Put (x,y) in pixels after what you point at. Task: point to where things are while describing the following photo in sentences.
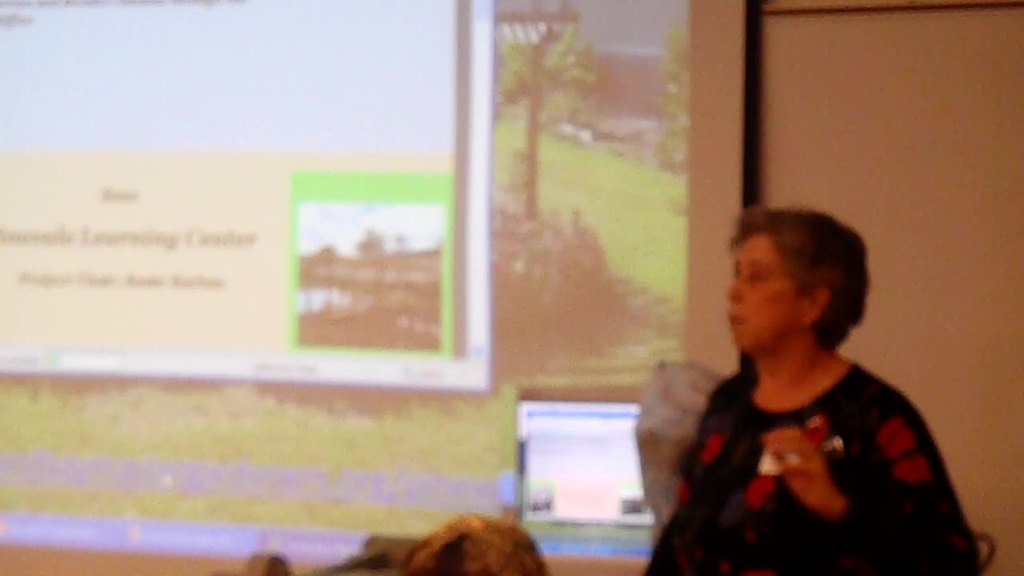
In the image on the right side (758,424) there is a lady (758,424). On the left side of the image (326,256) there is a screen (462,273) with images (556,180).
